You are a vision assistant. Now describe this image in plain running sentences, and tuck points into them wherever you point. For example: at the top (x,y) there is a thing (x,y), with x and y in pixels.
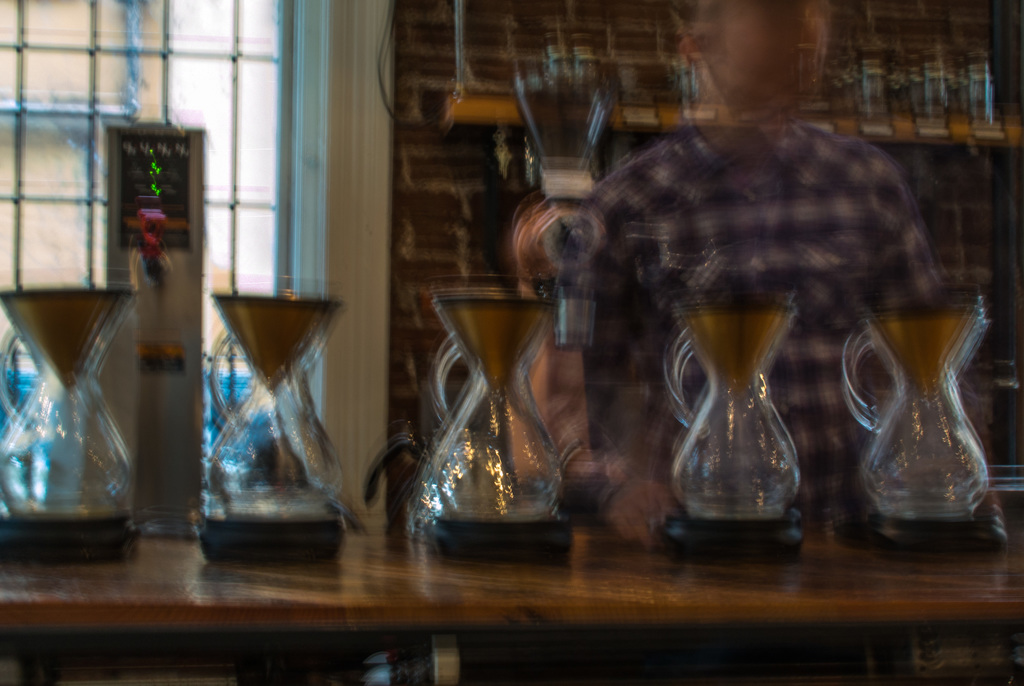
In the foreground of this image (317,395), there are few jars (885,471) placed on the table (809,602). In the background (856,135), there is a person (744,136), a device (149,193), glasses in the rack (477,120), a wall (444,110) and a window (215,89).
